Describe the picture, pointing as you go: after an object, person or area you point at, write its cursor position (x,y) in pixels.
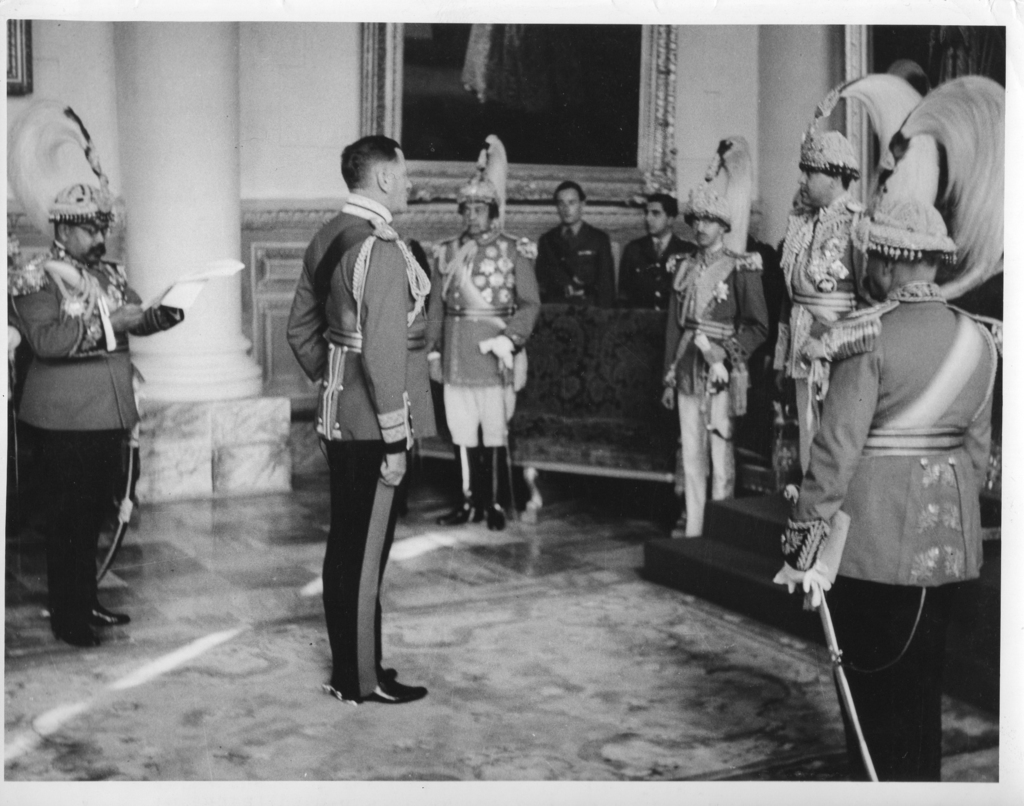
This image consists of many people (59,509). At the bottom (347,773), there is a floor (401,593). All are wearing costumes (58,367). In the background (601,50), we can see frames (450,87) fixed on the wall (729,118). And there is a pillar (126,26).
